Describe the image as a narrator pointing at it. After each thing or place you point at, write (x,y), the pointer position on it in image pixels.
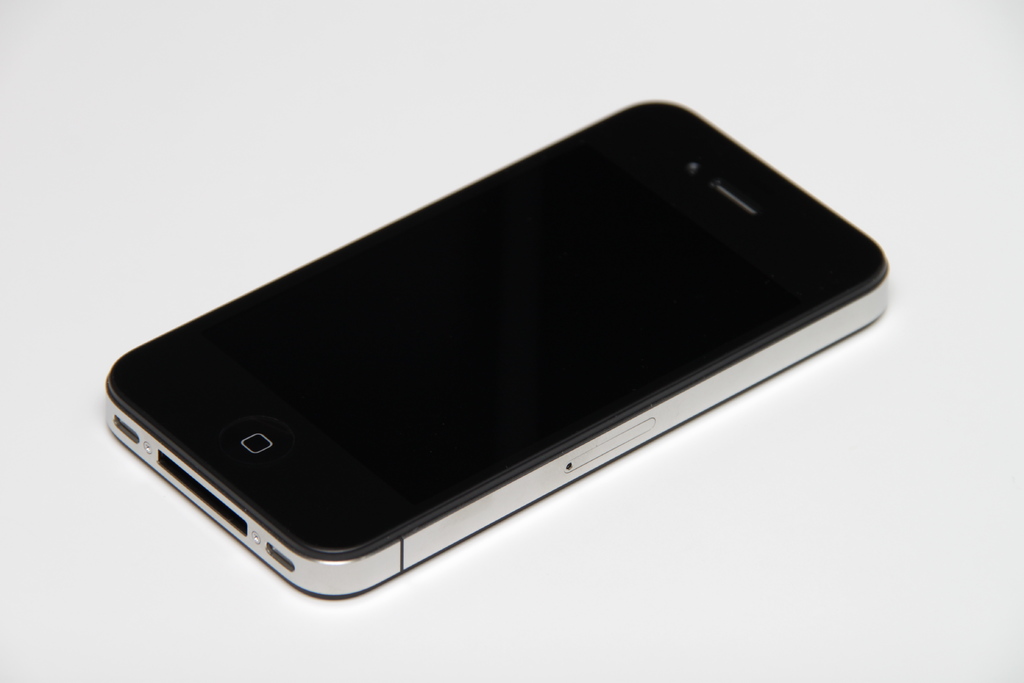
In this picture I can see a mobile (222,312) on an object (875,642).
